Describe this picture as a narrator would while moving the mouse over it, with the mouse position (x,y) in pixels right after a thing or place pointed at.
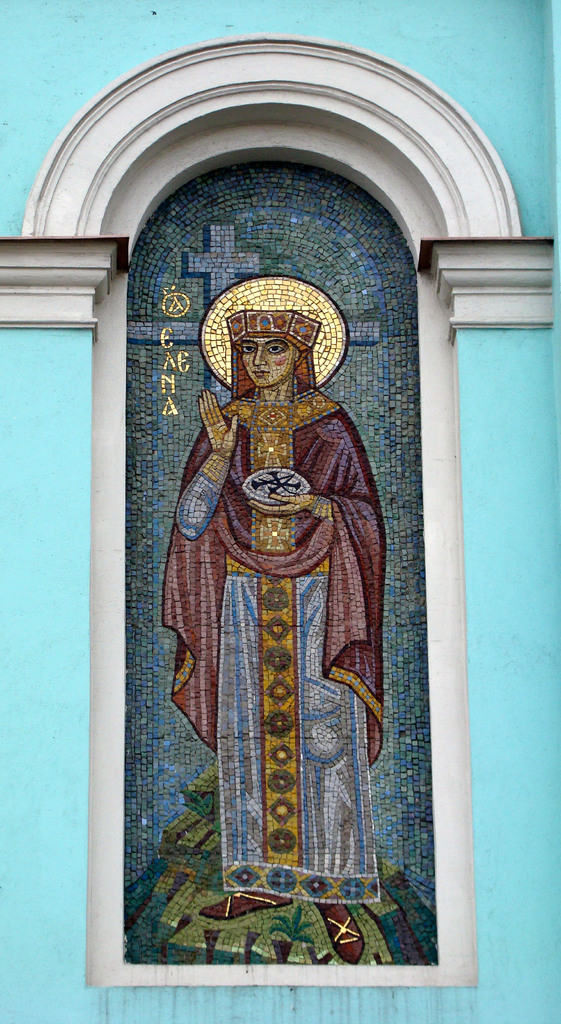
This image consist of a wall (171,1020) and a niche (177,740). In the niche (314,761), we can see a mosaic (323,458) of a person (264,580) along with the text (163,379).
